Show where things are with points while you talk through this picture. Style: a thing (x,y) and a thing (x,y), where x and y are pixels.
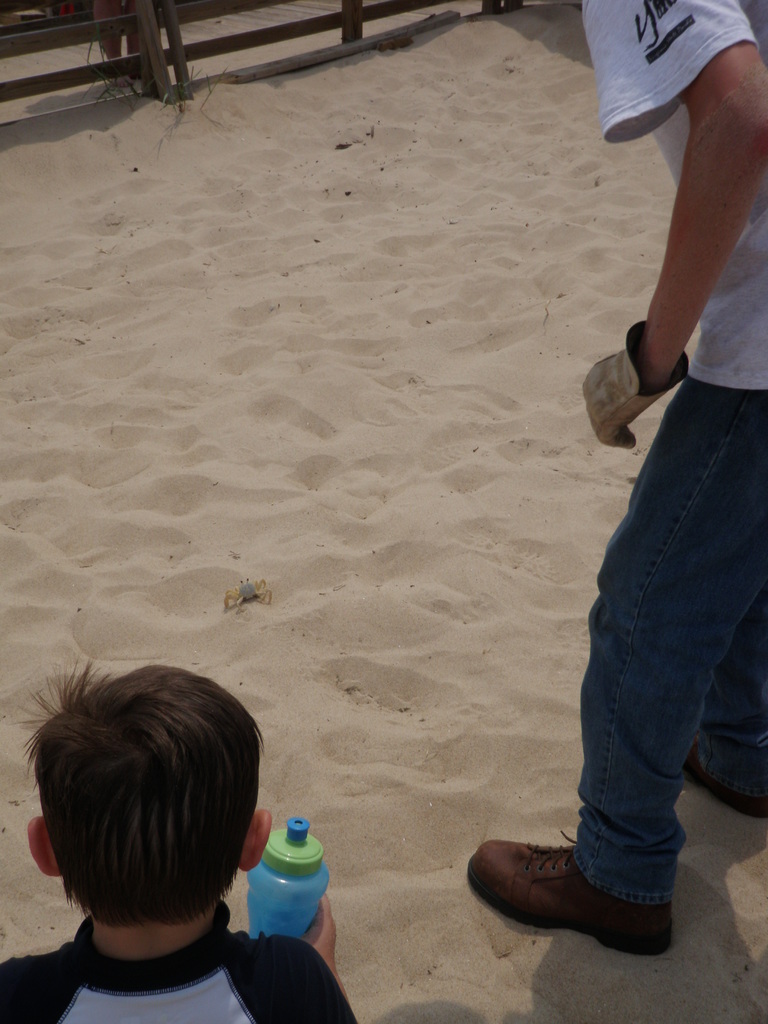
Here we can see two people (232,936) standing in the sand (435,962) and the person (673,376) in the right side (685,341) is having glove (599,364) on his hand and the person (200,937) on the left bottom (215,924) is having bottle (297,853) in his hand (322,900).
